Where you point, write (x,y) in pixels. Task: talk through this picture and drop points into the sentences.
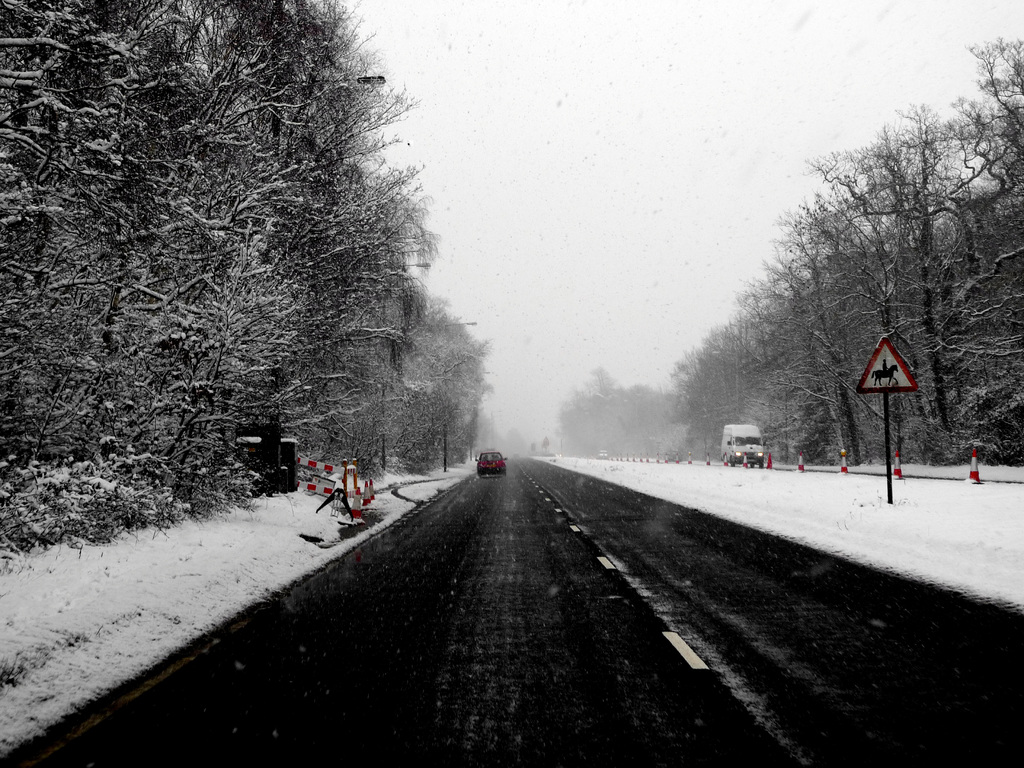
In this image we can see road (664,559) on which there are some vehicles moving there are some traffic cones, signage boards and there are some trees (37,270) at left (150,177) and right side of the image (775,320), there is snow (269,576) and at the top of the image (633,175) there is cloudy sky (577,215).
